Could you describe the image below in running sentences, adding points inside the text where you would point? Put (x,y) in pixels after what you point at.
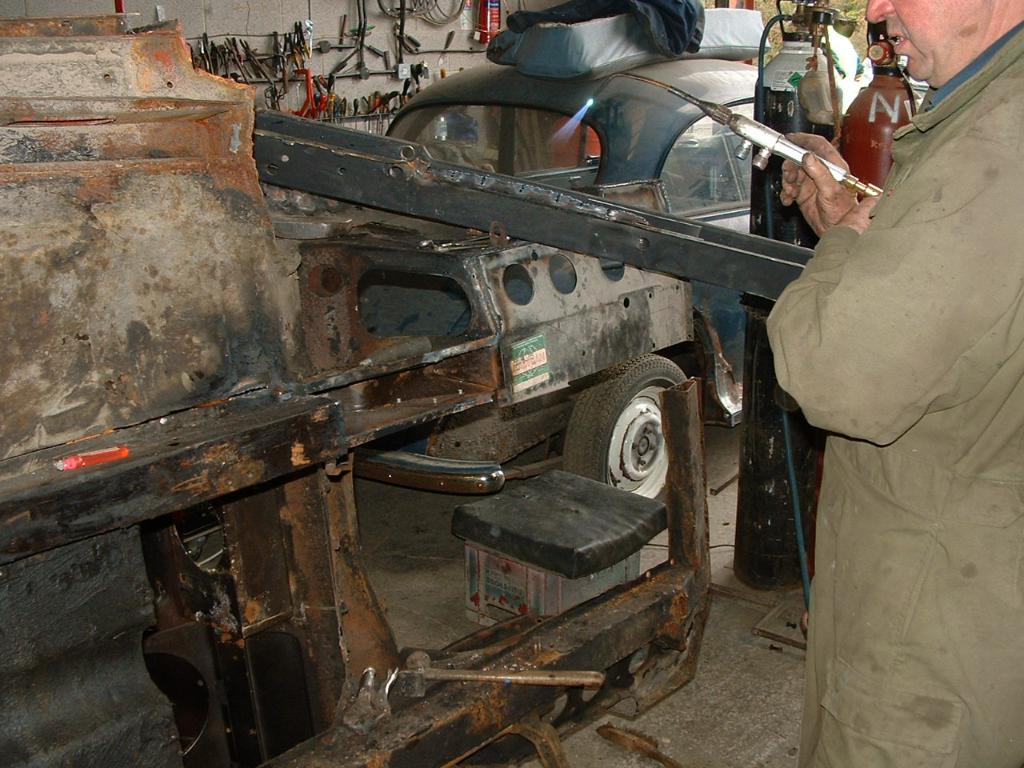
In this image there is a person (897,474) standing and holding an object (776,139) in his hand (809,198), in front of him there is a machine (578,327) and a few other objects (334,73) are hanging on the wall (276,19).
